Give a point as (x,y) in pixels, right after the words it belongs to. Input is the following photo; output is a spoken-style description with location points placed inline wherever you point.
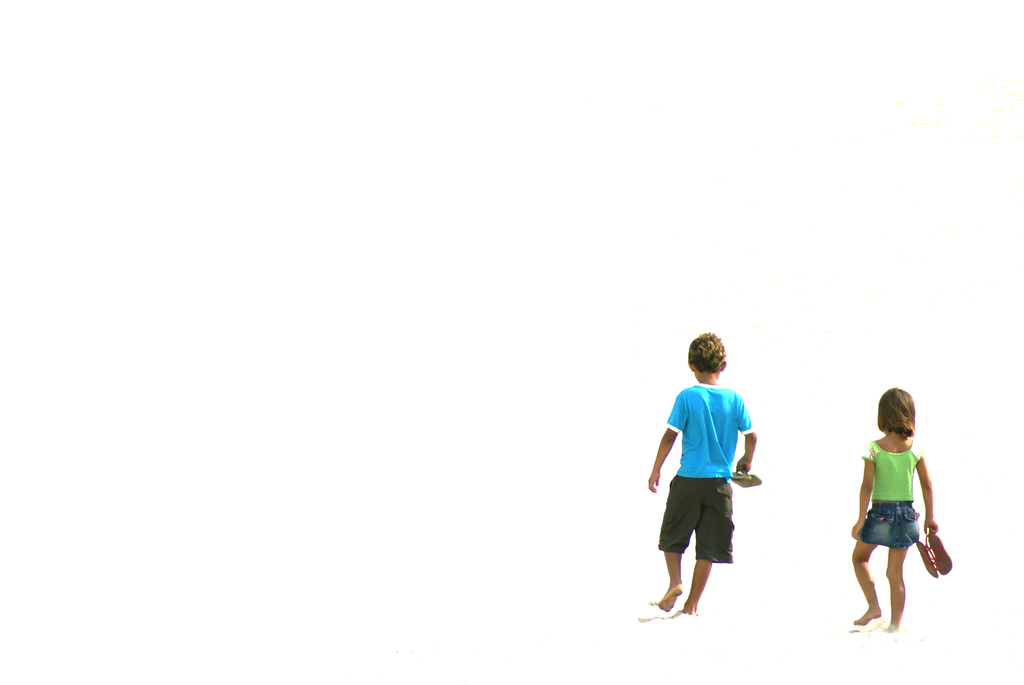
This is an edited image. In this picture, we see the boy (693,490) in blue T-shirt (714,391) and the girl (873,507) in green dress (874,478) are walking on the sand (761,585). They are holding the footwear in their hands (747,463). In the background (486,422), it is white in color.
